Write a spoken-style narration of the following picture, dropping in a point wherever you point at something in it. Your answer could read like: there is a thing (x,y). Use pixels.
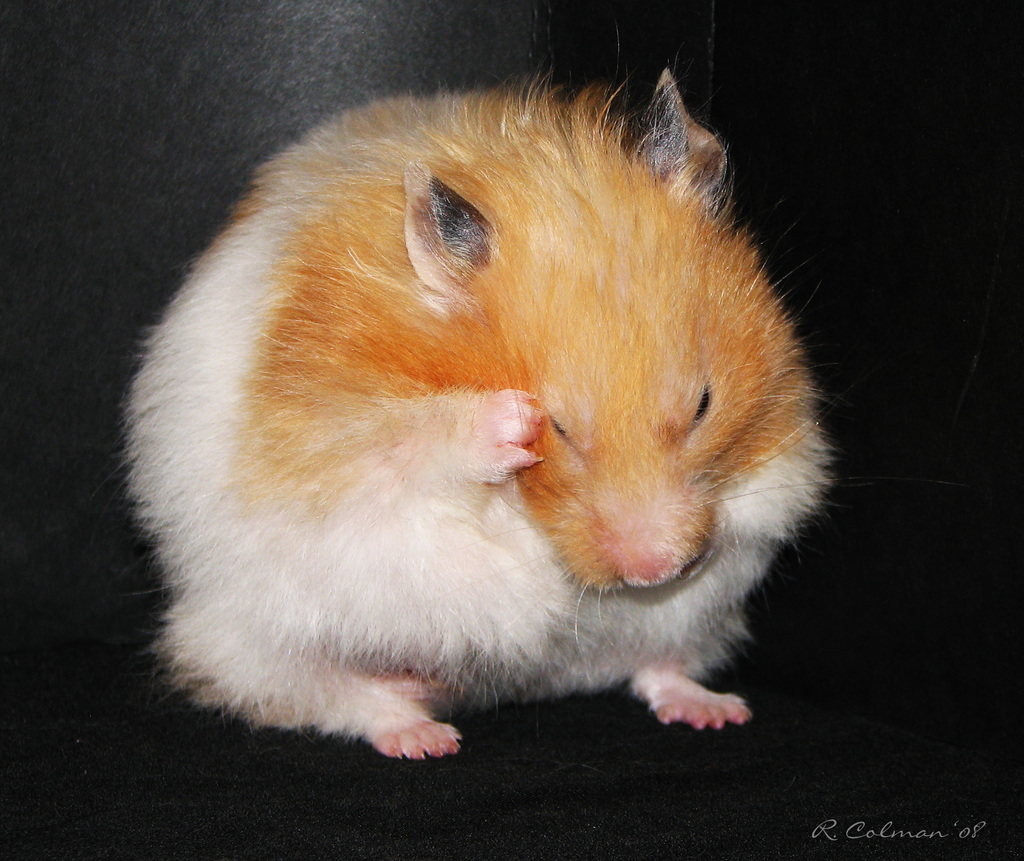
In this picture I can observe hamster (231,328) which is in orange and white color. The background (147,175) is in black color. In the bottom right side (889,836) I can observe watermark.
